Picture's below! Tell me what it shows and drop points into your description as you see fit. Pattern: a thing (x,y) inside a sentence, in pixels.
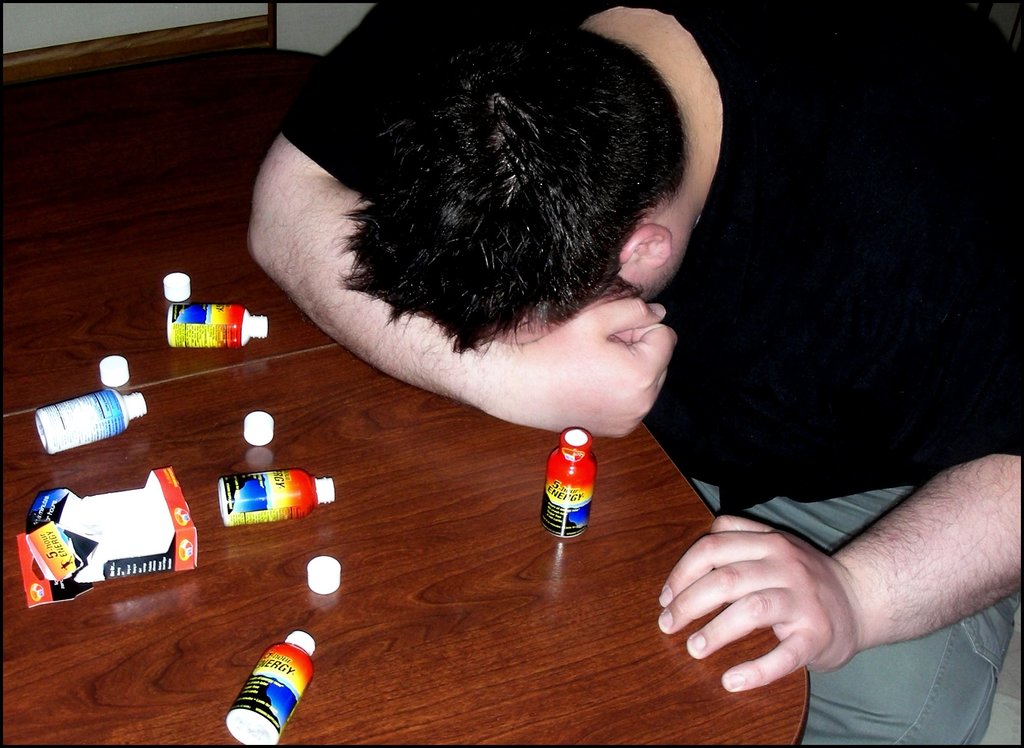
In this image we can see person (448,209) sleeping at the table (238,427). In the background (167,43) there is wall (305,12). On the table (229,595) we can see bottles (88,435).
